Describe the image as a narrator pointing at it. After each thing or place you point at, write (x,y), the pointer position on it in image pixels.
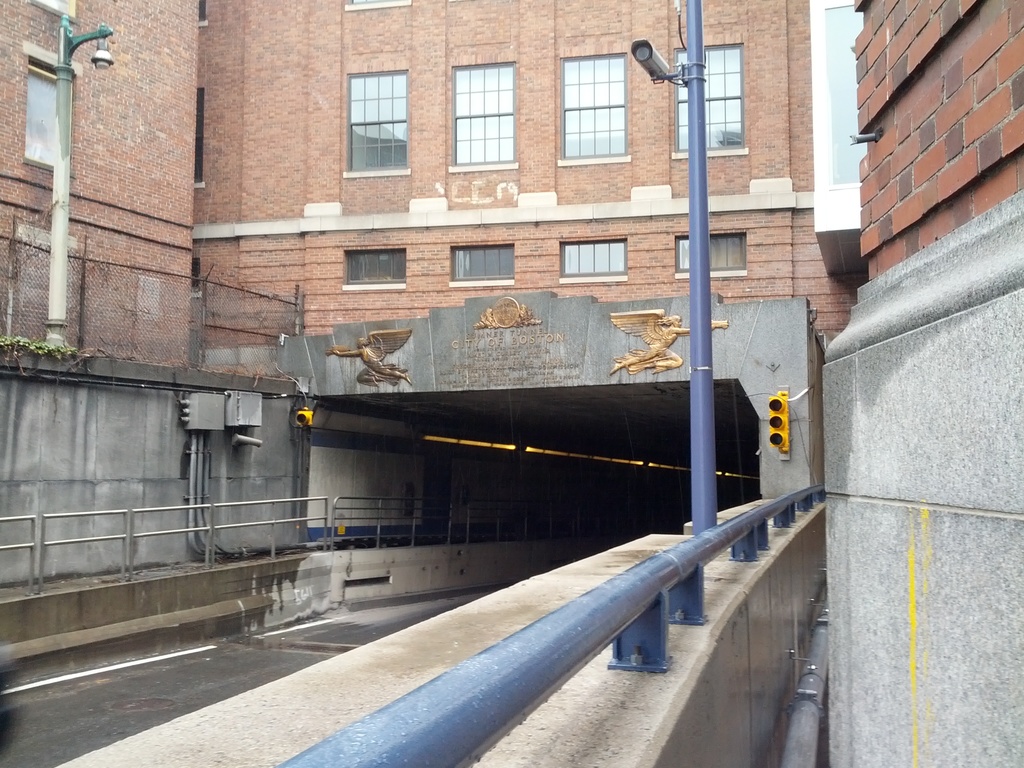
In this image I can see the tunnel (364,570) and the railing (680,593). On both sides of the tunnel (681,453) I can see the poles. In the background (482,193) I can see the building (380,167) with windows (469,269).
